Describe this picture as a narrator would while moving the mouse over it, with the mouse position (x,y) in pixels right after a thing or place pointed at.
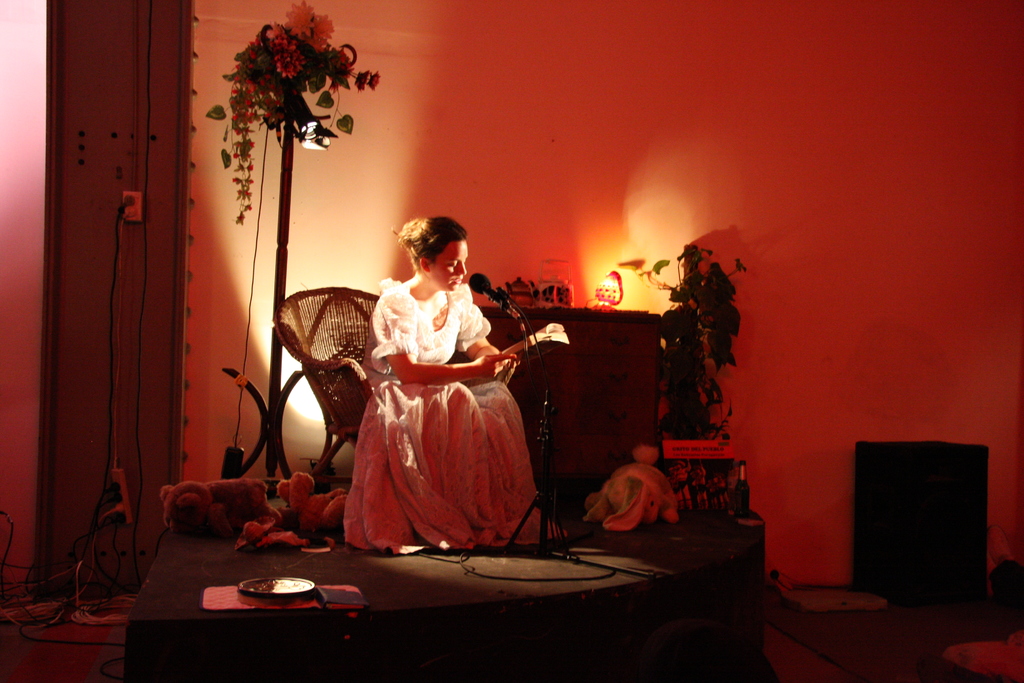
This picture shows a woman (518,460) seated on the chair (334,328) and holding a book (518,354) in her hand (502,362) and speaking with the help of a microphone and we see couple of plants (680,349).
